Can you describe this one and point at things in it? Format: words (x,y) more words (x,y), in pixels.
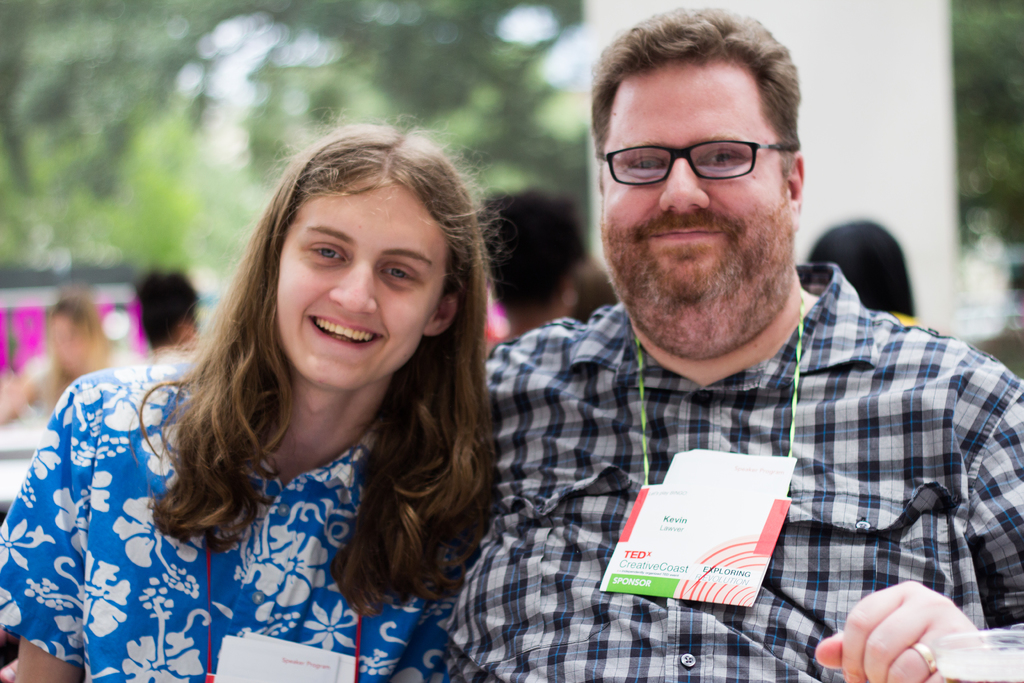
In the foreground of this image (625,526), there is a man (600,570) and a woman (369,609) wearing ID tags (680,538). In the background (518,269), there are persons (536,259) and trees (298,90) blurred.
